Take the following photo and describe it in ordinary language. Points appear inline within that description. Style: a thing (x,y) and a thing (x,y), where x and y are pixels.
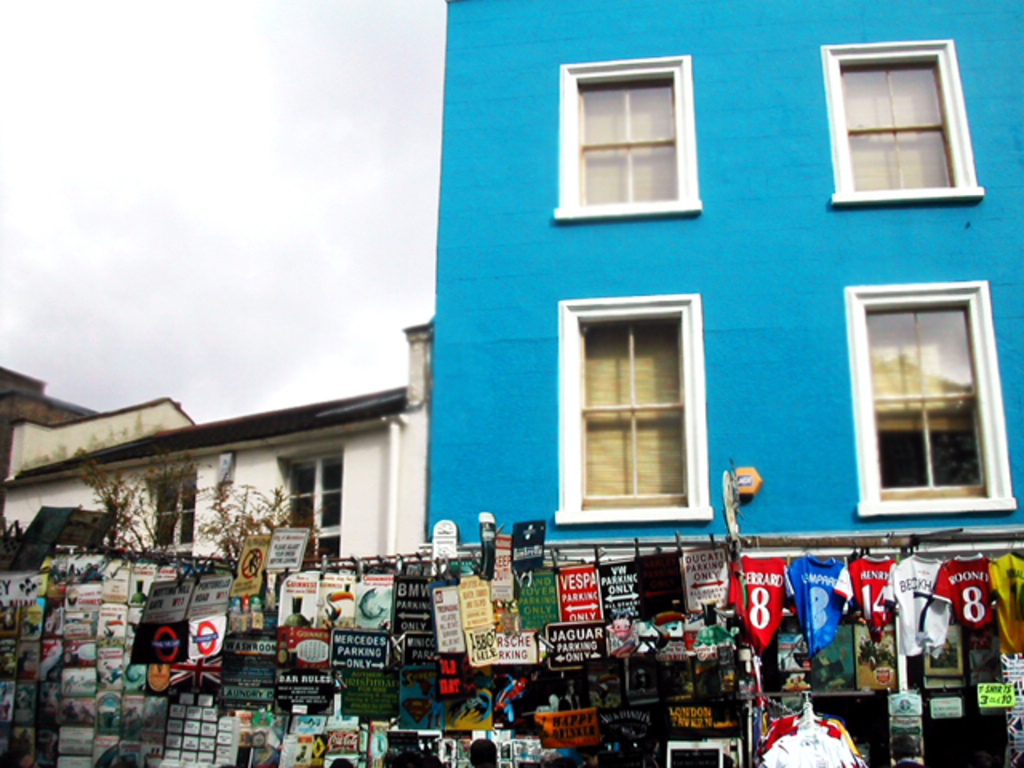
Here we can see posters (292,626), boards (427,673), and trees (228,516). In the background (515,445) we can see buildings (669,269), windows (958,79), and sky (324,328).
